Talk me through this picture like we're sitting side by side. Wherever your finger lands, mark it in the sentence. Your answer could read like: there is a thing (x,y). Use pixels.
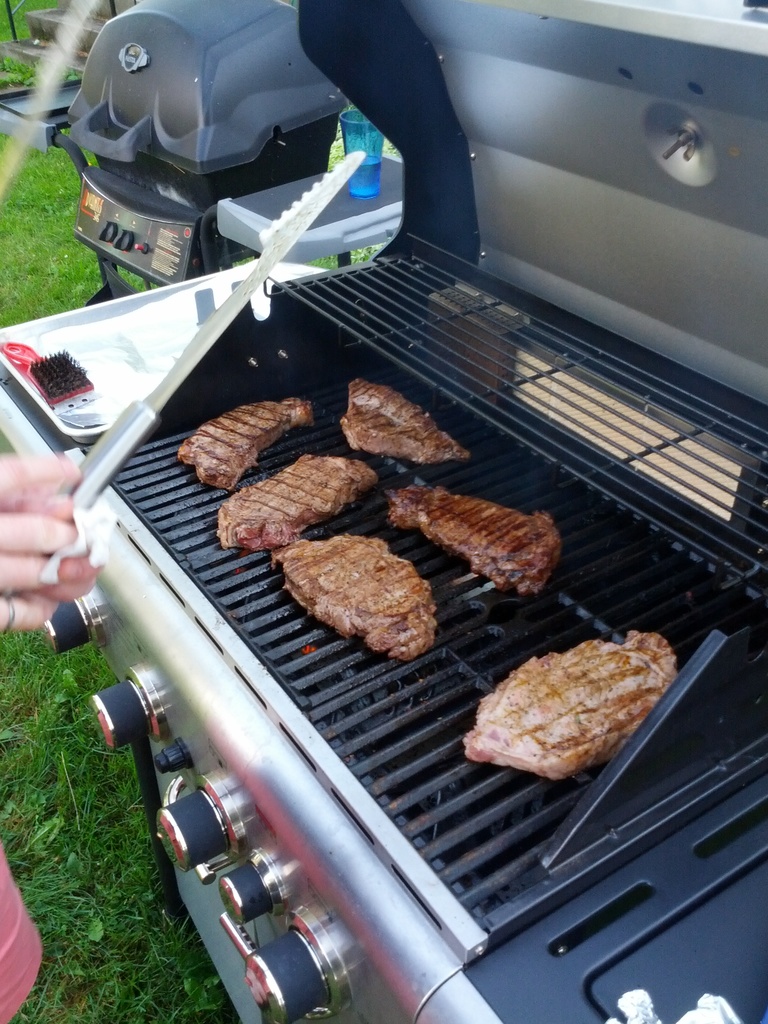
In this image on the right side (522,824) there is one stove (453,348), on the stove (402,535) there are some food items (600,683) and on the left side (30,558) there is one person (12,912). And at the bottom (139,808) there is grass (96,686), in the background (78,144) there are some other objects (140,107).
